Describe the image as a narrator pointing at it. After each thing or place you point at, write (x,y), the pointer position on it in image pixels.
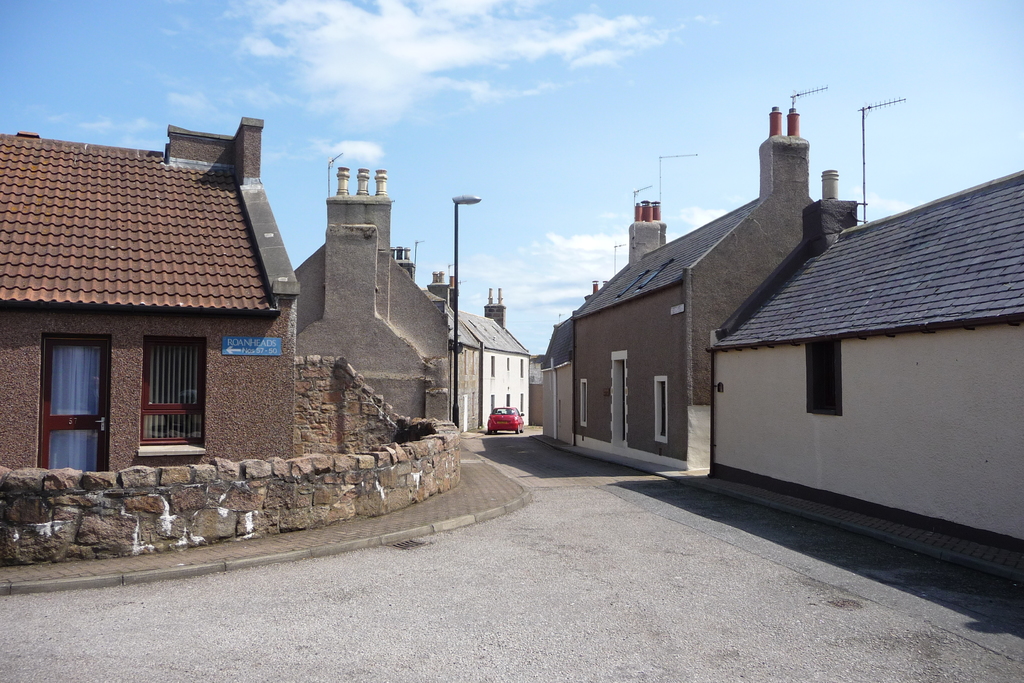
In this image we can see a group of houses (189,380). In the middle of the image (510,423) we can see a car (491,422) and a street pole (456,297) with a light (464,201). At the top (467,55) we can see the clear sky (447,122).
